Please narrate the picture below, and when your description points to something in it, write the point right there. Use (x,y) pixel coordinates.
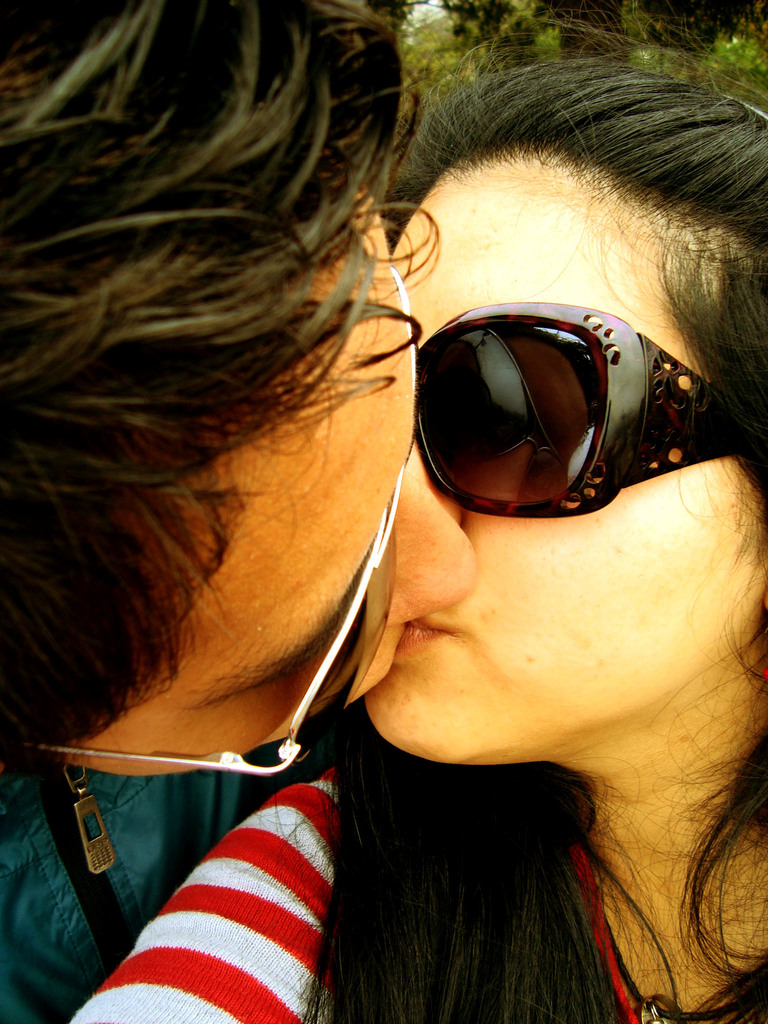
In this picture I can see two people (413,603) who are kissing each other and they are wearing spectacles (359,654).
